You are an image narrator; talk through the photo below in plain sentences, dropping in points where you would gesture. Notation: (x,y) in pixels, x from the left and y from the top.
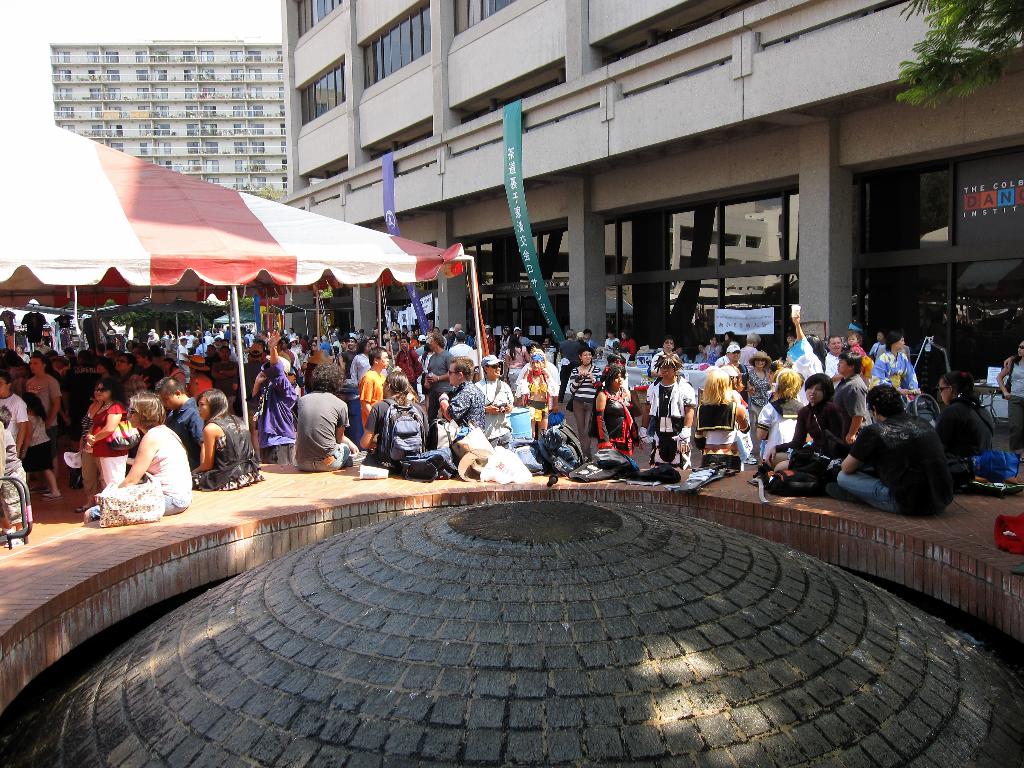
In this picture we can see some people (120,400) in the street (282,496) and among them some are standing and some are sitting. On the left side (165,237), we can see the tent (176,242) and there are some buildings (600,283). There is a tree (953,80) and at the bottom (518,533) we can see a structure (329,510) which looks like a fountain (604,597).
